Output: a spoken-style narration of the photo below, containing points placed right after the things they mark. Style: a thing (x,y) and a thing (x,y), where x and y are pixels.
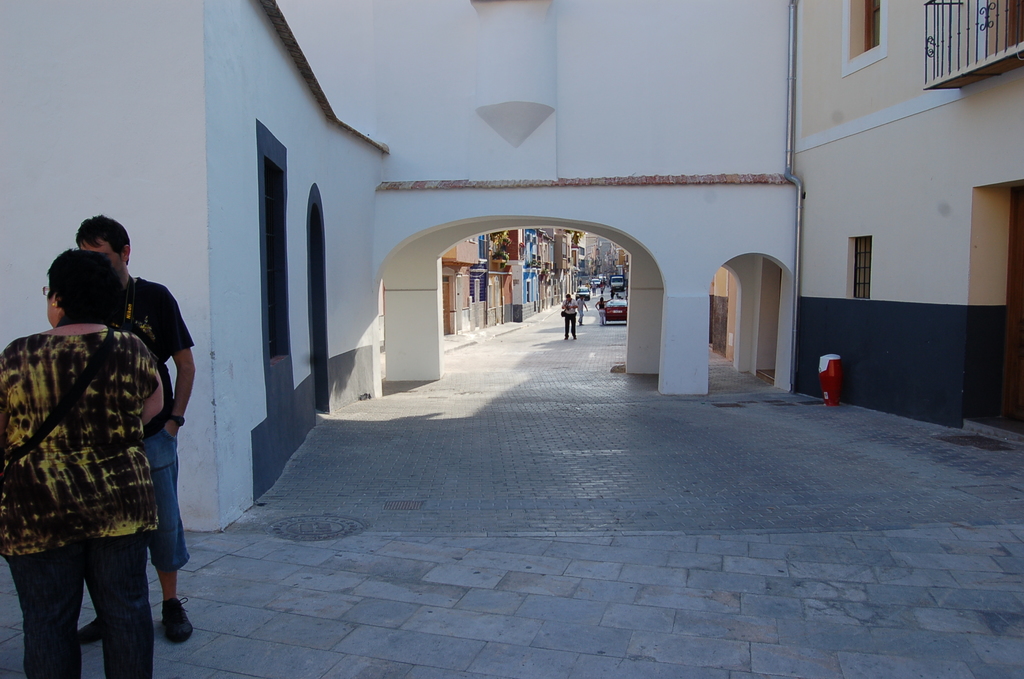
In the image we can see there are people (131,411) standing on the ground (240,579) and there are cars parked on the road (542,378). Behind there are buildings (607,258).
